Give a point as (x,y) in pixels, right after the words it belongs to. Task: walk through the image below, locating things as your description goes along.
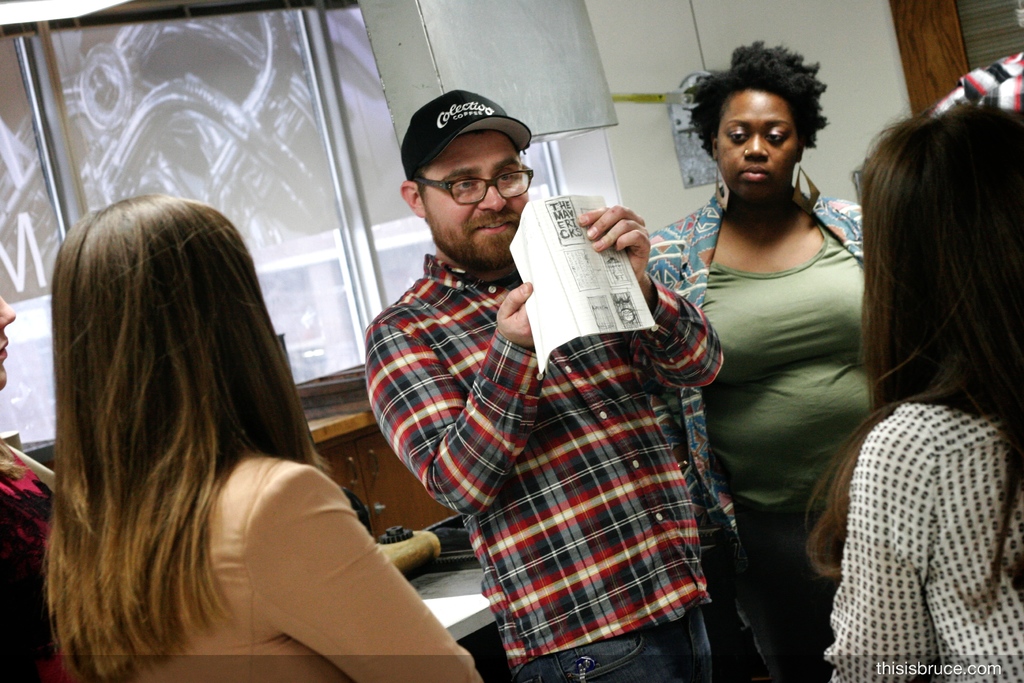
Here we can see five persons (748,339). He is holding a paper (514,238) with his hands (616,232). He has spectacles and he wore a cap (415,152). In the background (694,2) we can see a board (251,145) and wall (838,163).
